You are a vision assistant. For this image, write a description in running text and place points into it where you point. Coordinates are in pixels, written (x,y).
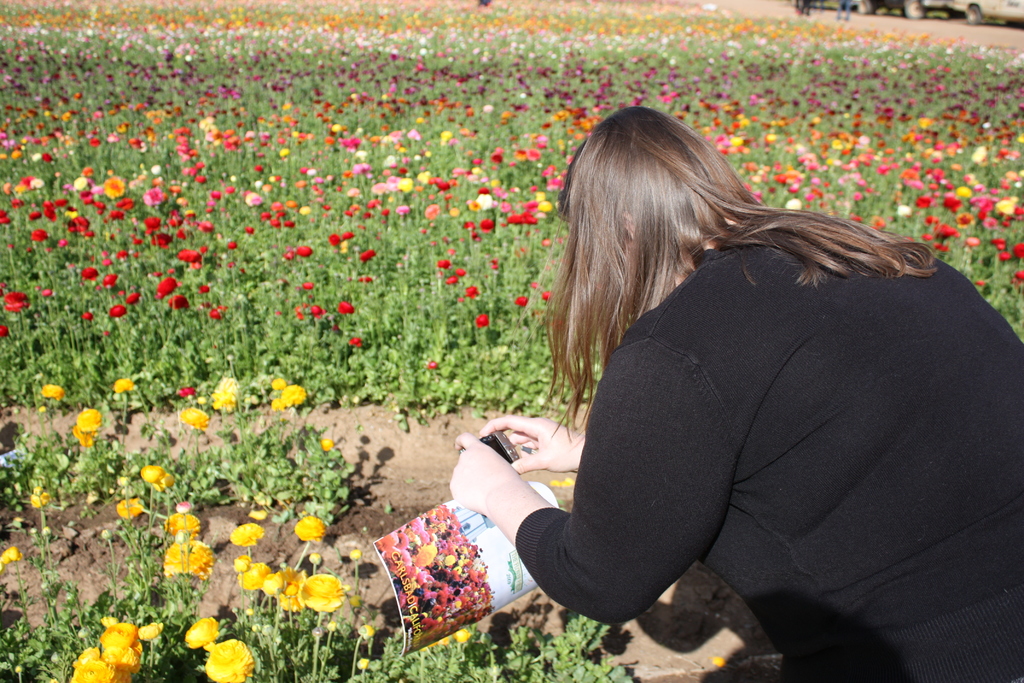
In the picture there is a woman (678,336) holding a camera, there is a ground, on the ground (111,516) there are many plants (376,243) and flowers (948,93) present, beside there may be a vehicle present on the road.
